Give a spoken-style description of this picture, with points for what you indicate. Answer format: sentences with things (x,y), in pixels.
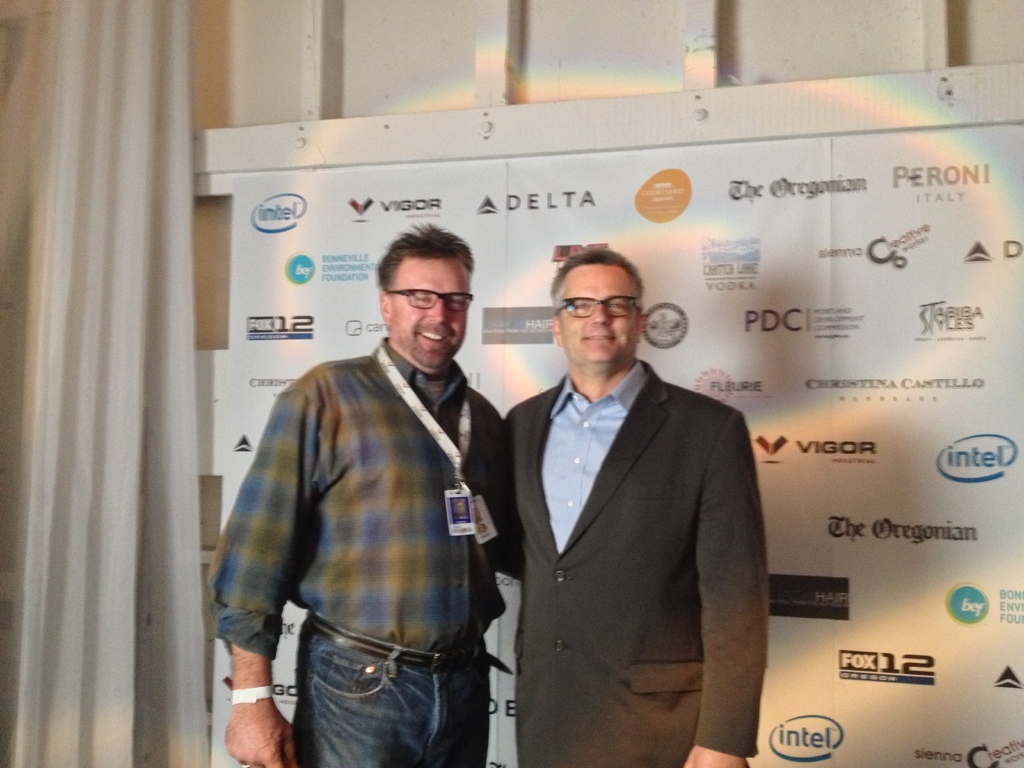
In this image we can see two men (680,624) are standing and smiling. One man (574,599) is wearing black coat (629,579) with blue shirt (569,465) and the other man (362,583) is wearing shirt (351,611), jeans (365,672) and ID card (459,503) in his neck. Behind the banner (788,316) is attached to the white color wall (339,106).
